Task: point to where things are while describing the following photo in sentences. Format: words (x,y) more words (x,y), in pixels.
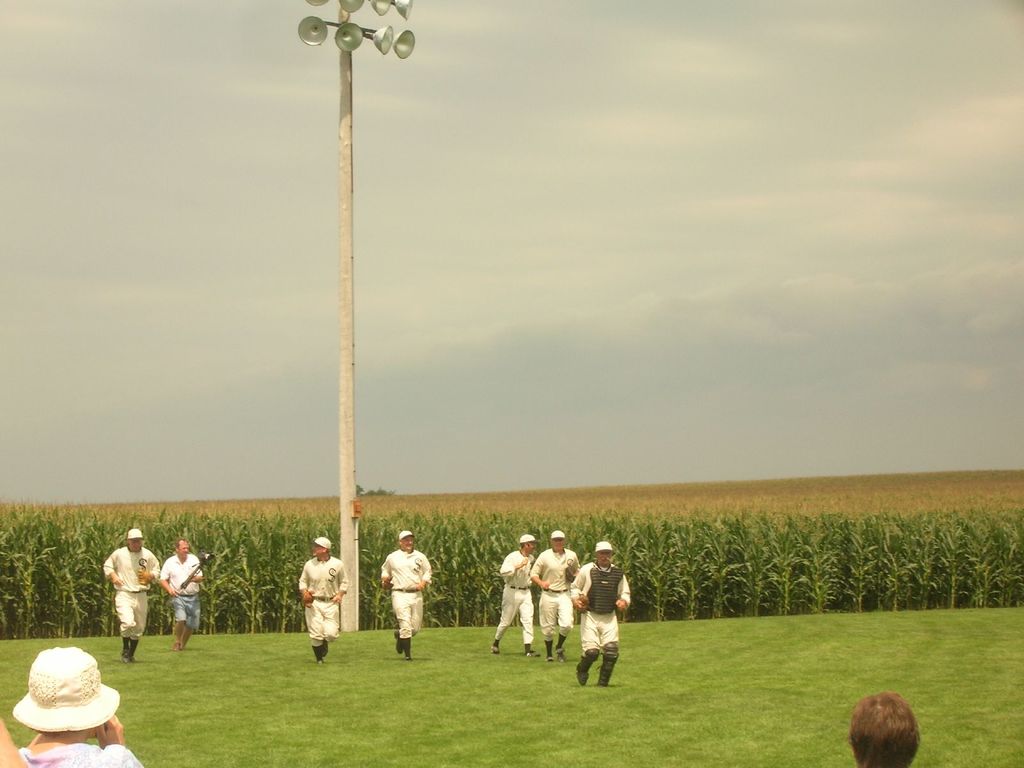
There are few persons (27,746) on the ground (472,652). Here we can see grass (799,670), field (700,608), pole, and lights (373,4). In the background (444,255) there is sky (843,309).
